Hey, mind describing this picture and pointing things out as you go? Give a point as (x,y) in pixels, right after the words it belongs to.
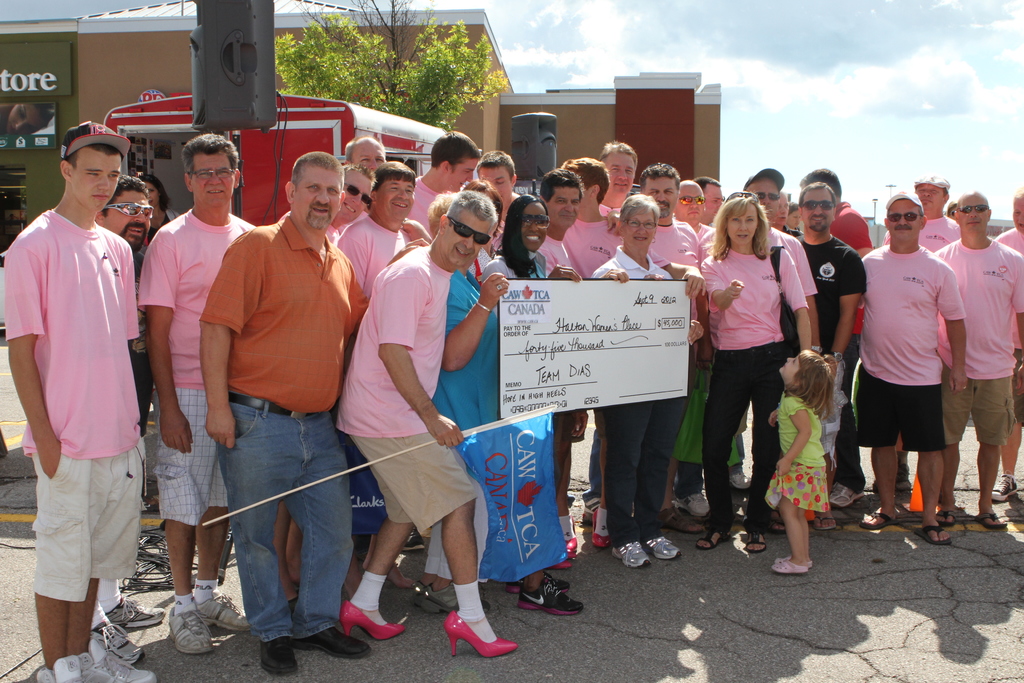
In this image we can see there are people (381,391) standing on the road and holding a flag (486,467) and board (593,332). And at the back (602,146) there is a building (184,85), tree (356,73), van (259,163), pole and the cloudy sky (775,48).
